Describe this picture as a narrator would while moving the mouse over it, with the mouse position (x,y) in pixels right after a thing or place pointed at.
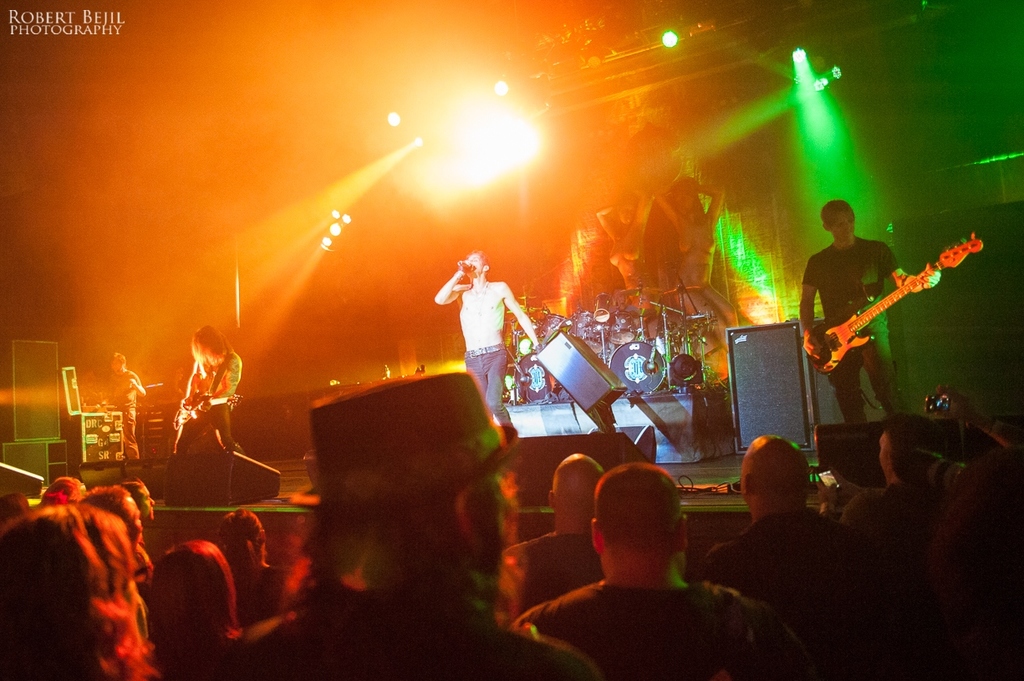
In this image we can see a four persons (129,427) performing on a stage (204,518). They are singing on a microphone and playing a guitar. In the background (663,343) we can see a snare drum musical arrangement (625,315). Here we can see a lighting arrangement (412,136) on the roof (667,68). Here we can see a audience (912,490) who are watching these people (218,409).
